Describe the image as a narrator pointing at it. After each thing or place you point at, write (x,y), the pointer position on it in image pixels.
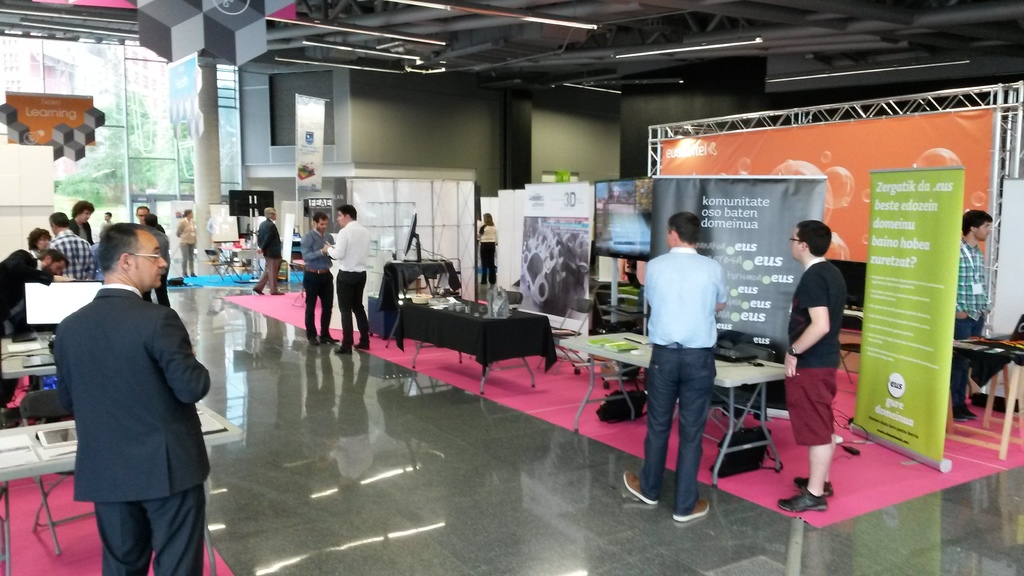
In this image, we can see few people (808,400) are standing on the floor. Here there are so many tables (44,345), few objects (42,328) are placed on it. Here we can see banners (914,298), rods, walls (255,171), glass (232,120), pillar (206,138), lights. Through the glass (136,208) we can see the outside view (98,172). Here we can see trees (121,180).
